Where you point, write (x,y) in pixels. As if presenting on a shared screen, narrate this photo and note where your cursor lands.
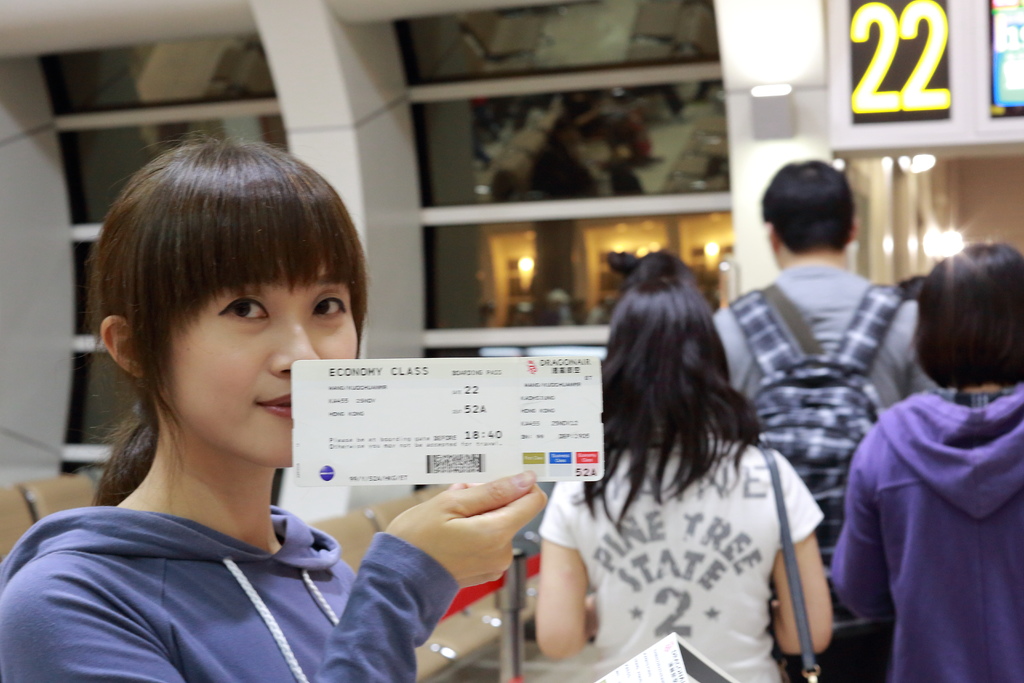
In this image I can see the group of people (658,527) with different color dresses (733,571). I can see two people (803,546) are wearing the bags (810,452) and one person (414,639) holding the ticket (470,439). In the background (949,128) I can see the led boards (901,112) and the glasses (501,288).
